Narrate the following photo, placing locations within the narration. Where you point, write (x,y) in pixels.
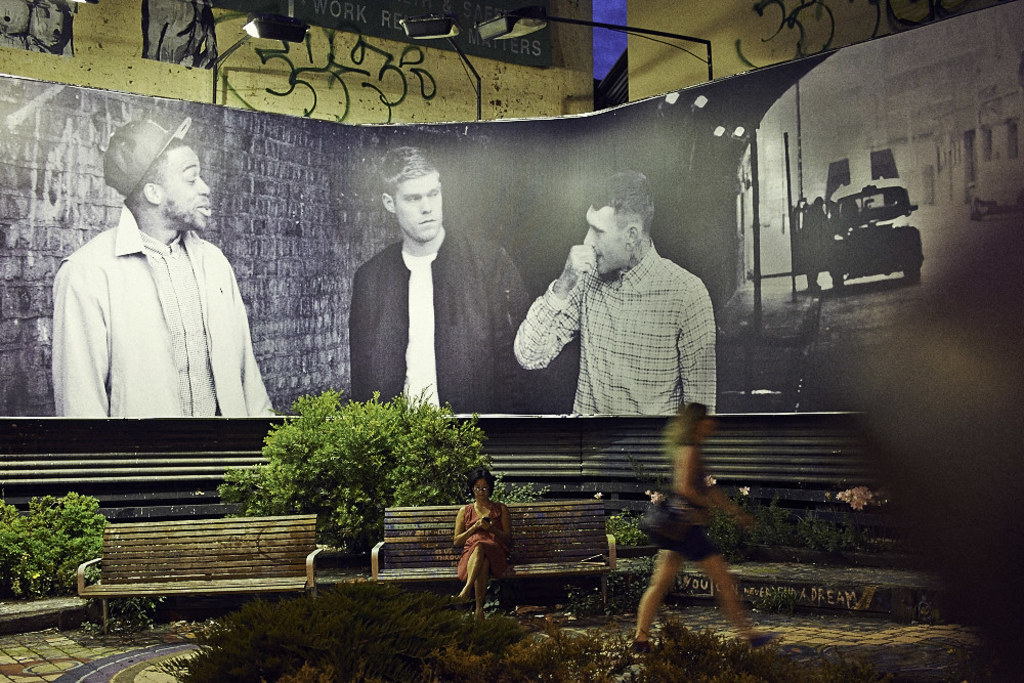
In this image we can see there is the person (465,513) sitting on the bench (449,542) and holding a cell phone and there is the other person (676,455) walking on the ground (714,617). And there are plants (386,474). At the back (524,303) there is the wall (261,75) with poster (688,234) and painting (344,58) and there are street lights (437,38).
